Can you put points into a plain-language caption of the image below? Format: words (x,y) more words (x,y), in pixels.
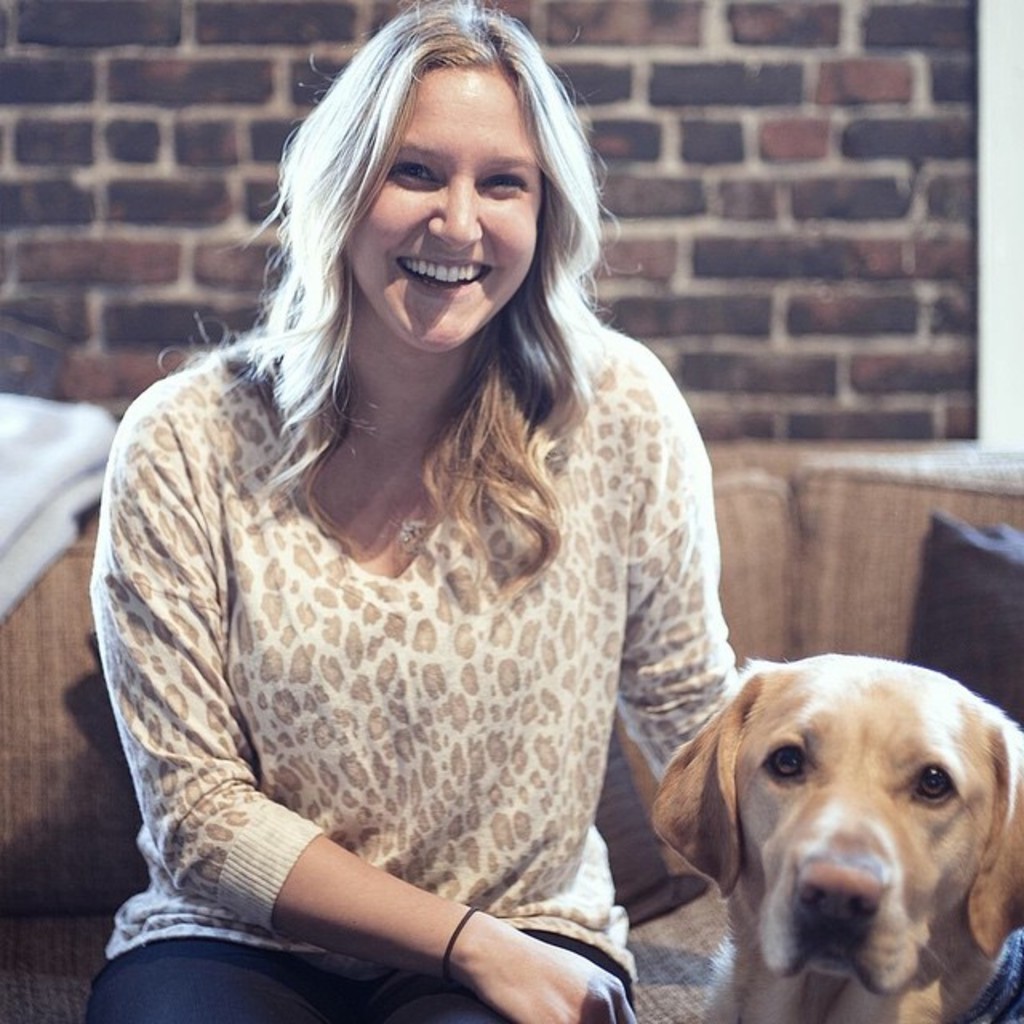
In the picture we can see a woman (324,216) sitting on a sofa (53,909) and smiling and beside her we can see a dog (924,788) and behind the sofa (669,1020) we can see a wall (953,296) with bricks (88,364).
